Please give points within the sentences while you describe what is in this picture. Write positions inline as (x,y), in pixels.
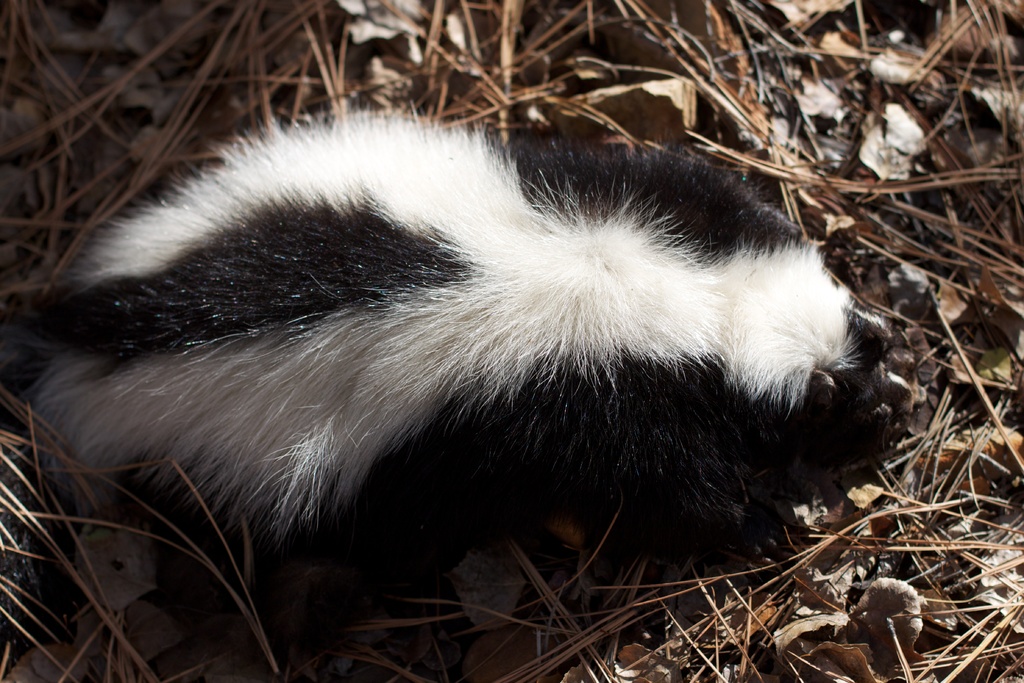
In this picture I can see an animal (466,359), and in the background (881,79) there are leaves (839,108) and dried grass (503,77).
